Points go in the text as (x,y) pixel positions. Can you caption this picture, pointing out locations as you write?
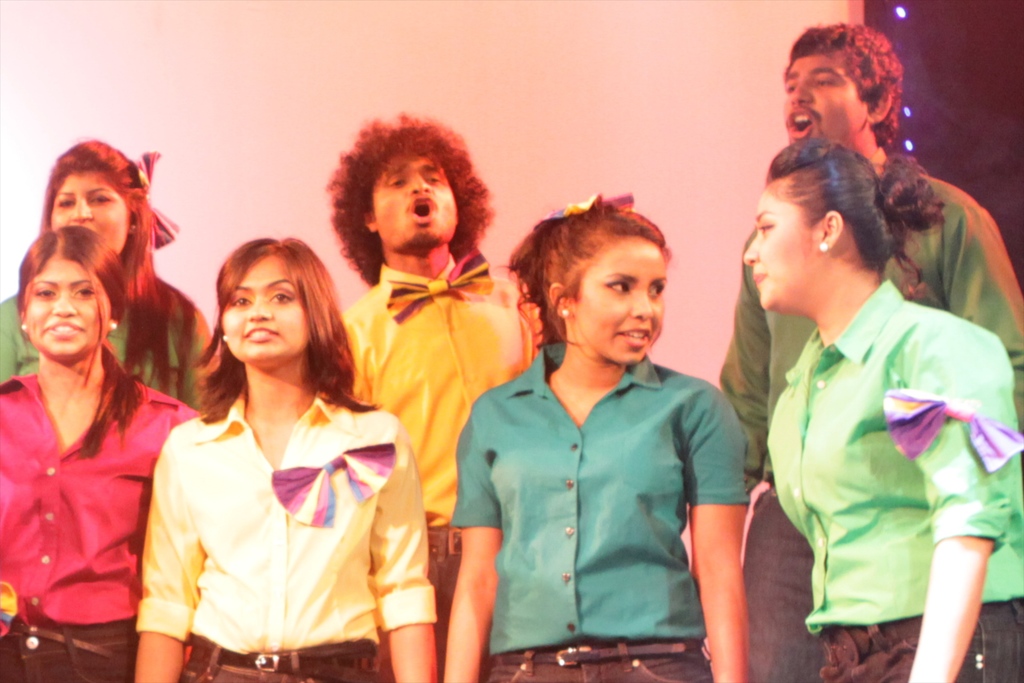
In this image I can see group of people (400,446) are standing. These people (534,309) are wearing shirts (516,479) which are different in colors.
